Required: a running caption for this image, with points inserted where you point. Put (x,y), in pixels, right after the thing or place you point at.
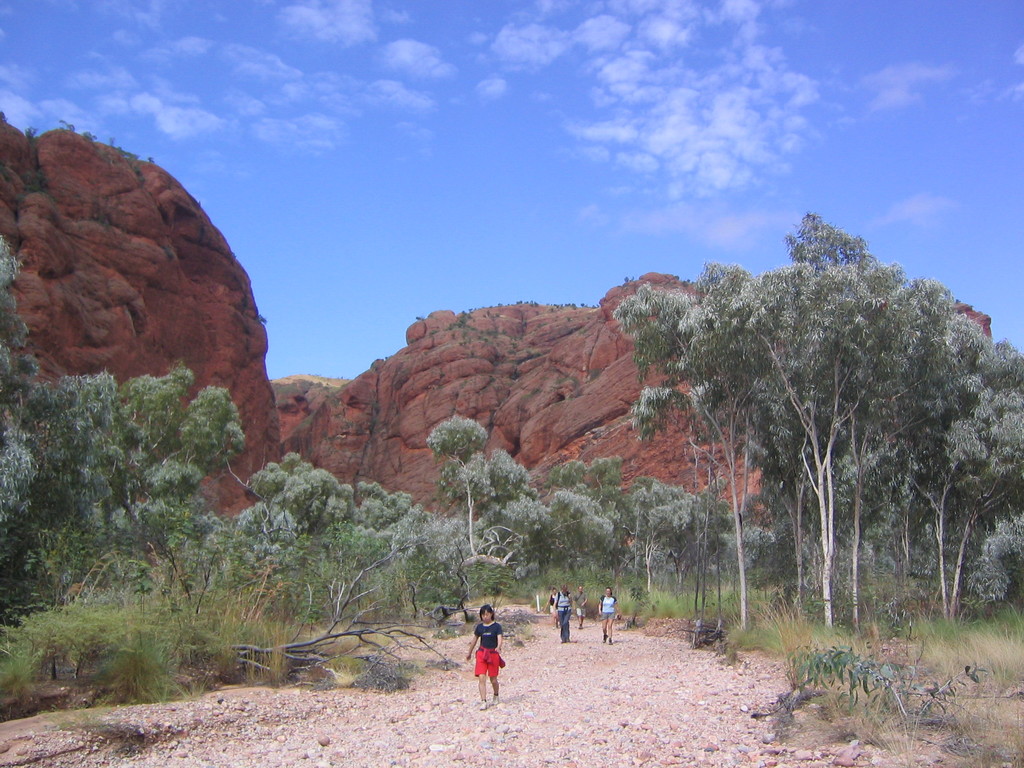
In this picture we can see people (502,659) on the ground (564,688) and in the background (742,277) we can see trees (908,417), rocks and sky (754,266) with clouds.
